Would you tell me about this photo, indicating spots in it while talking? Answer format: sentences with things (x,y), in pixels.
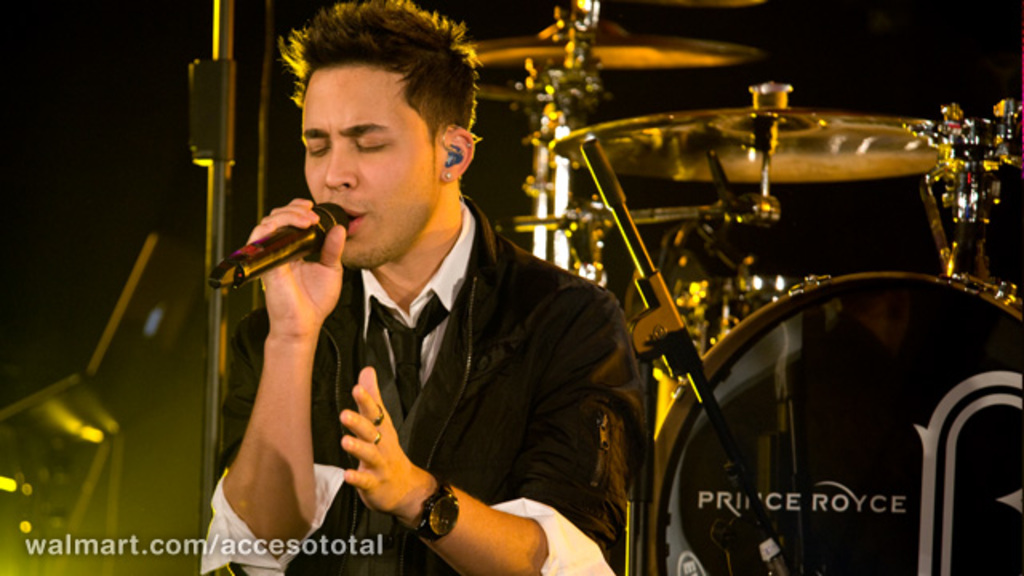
In the image we can see there is a person (424,387) who is holding a mike (251,246) in his hand (283,285) and at the back (834,481) there is a drum set (723,390).
